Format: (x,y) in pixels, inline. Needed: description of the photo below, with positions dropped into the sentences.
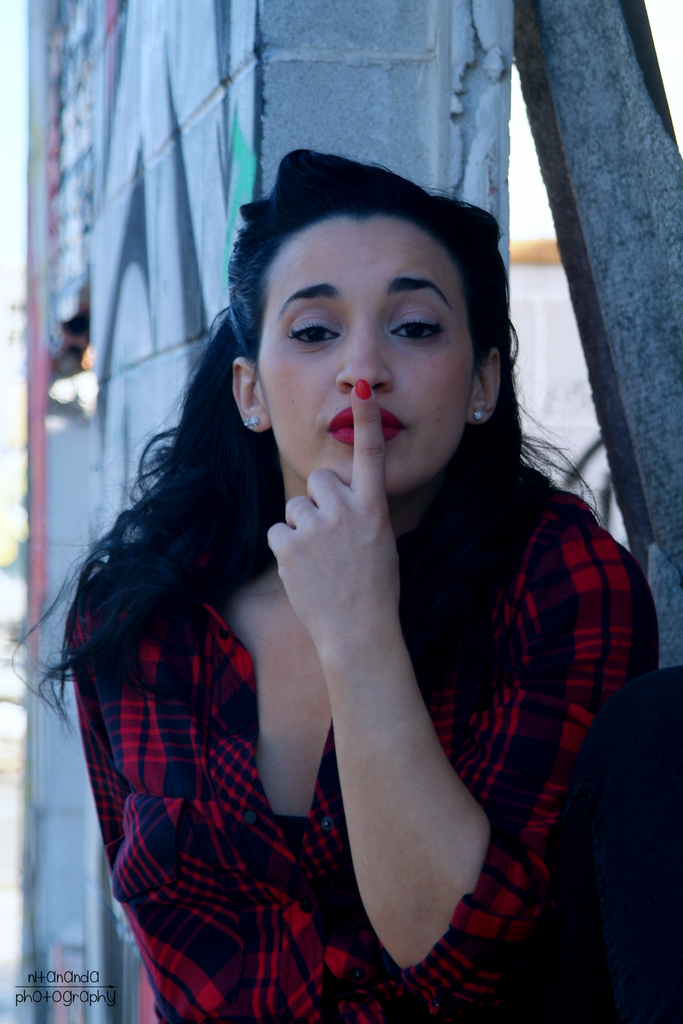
In the image there is a woman (382,501) in red shirt (566,704) keeping finger (378,438) on her lip (343,424), behind her its a wall (84,215).
